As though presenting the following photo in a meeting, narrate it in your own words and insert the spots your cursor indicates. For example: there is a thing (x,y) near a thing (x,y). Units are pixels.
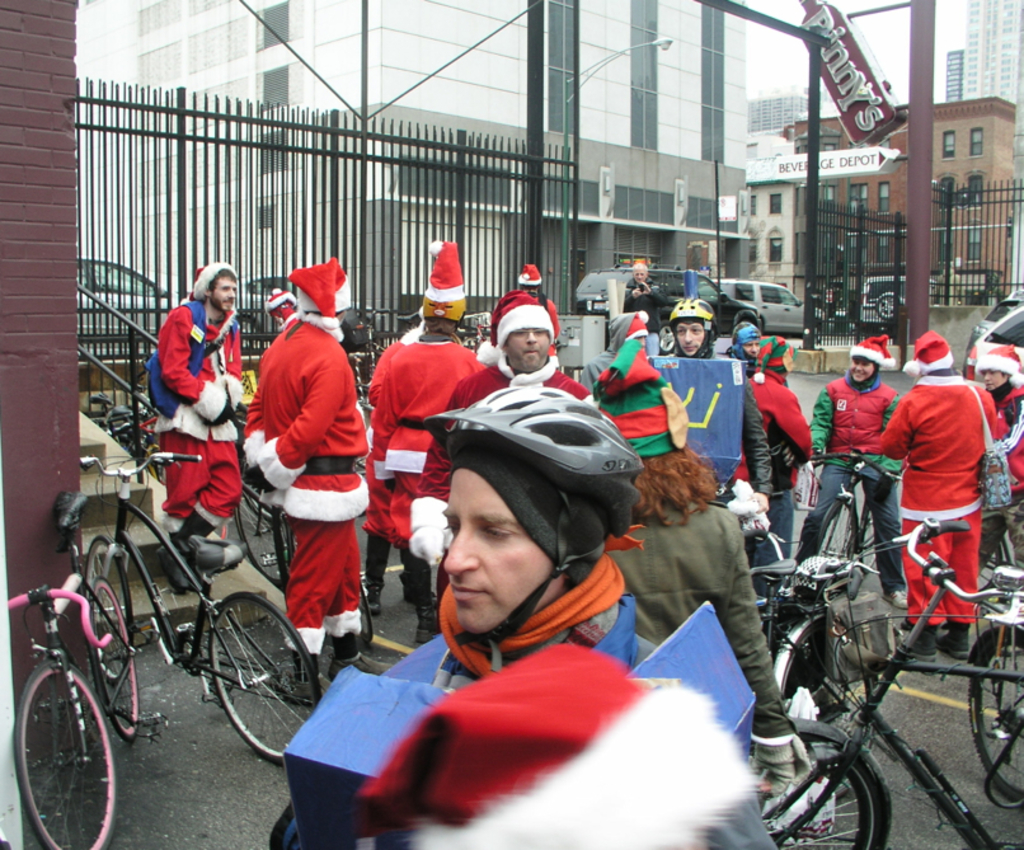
In this image there are few people (652,704) wearing red dress (347,479) and caps (652,455) standing here. There are few bicycles (953,585) over here. Few are wearing helmet (551,454). In the background (111,275) few cars (97,275) are moving on the road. There are grilles (193,189), buildings (727,120) and sky (769,77) in the background (633,131).
